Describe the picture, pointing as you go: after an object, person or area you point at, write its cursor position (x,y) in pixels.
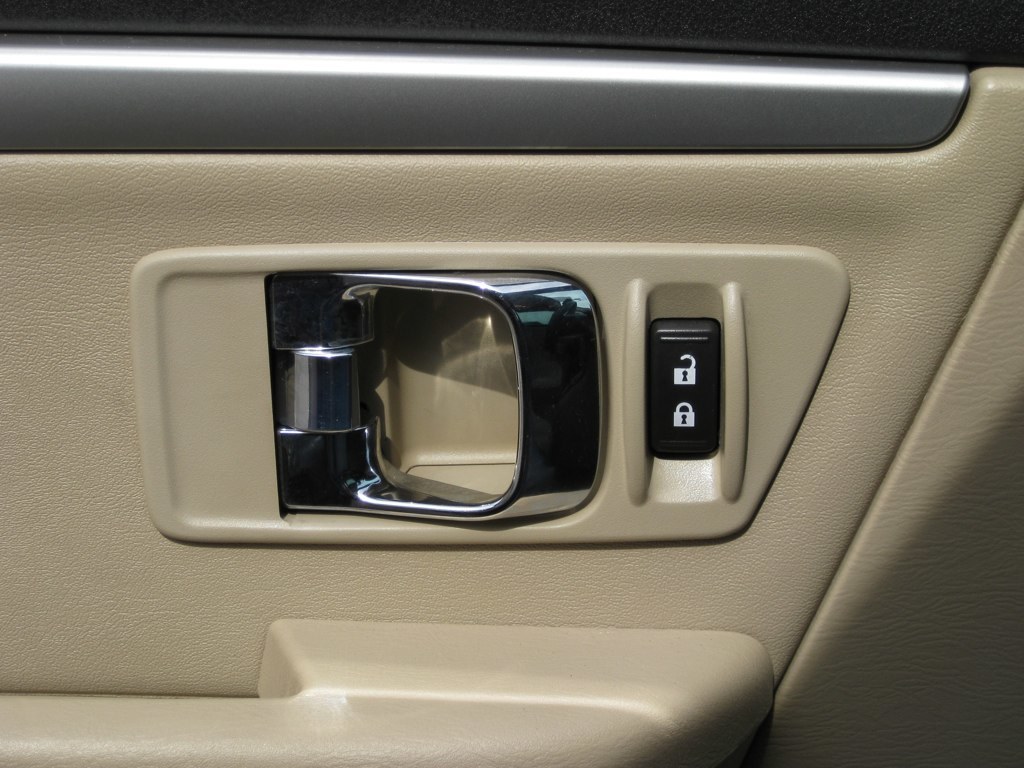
In this picture we can see a door (725,125) and door handle (580,418) of a vehicle (717,70).
